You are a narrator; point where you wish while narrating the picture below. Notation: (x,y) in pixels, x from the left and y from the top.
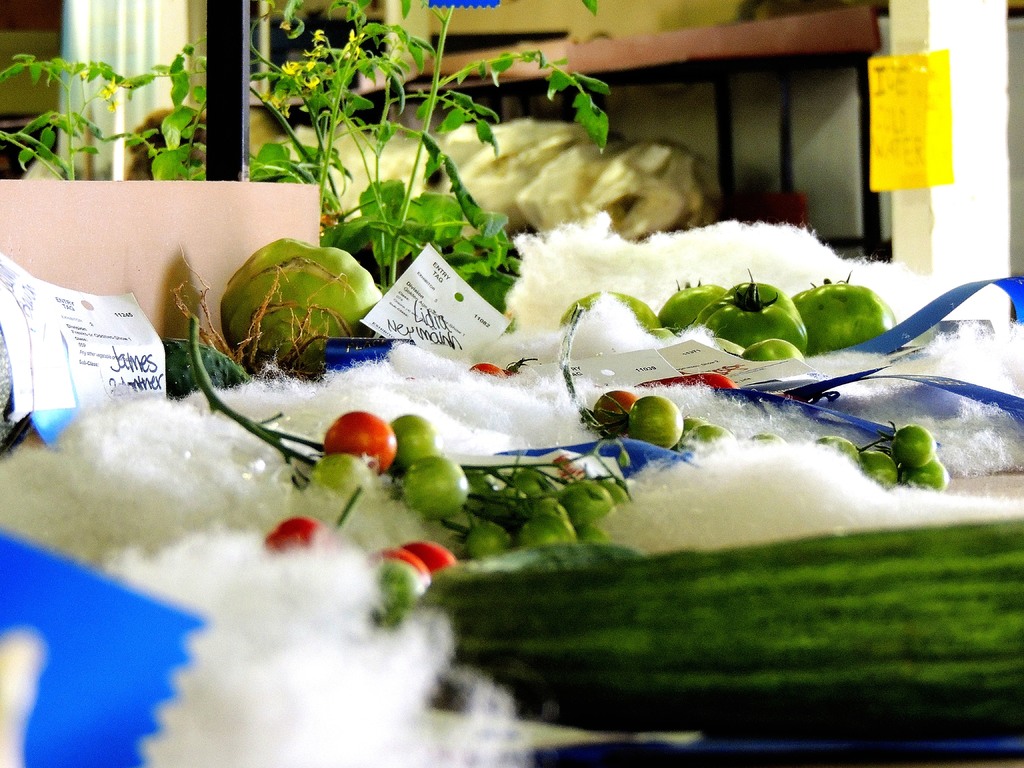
In this image we can see some objects (308,673) and we can see some vegetables (443,492) like tomatoes (426,482) and at the background (733,185) we can see some objects (678,207) on the rack (724,193). left side (336,236) we can see some plants (464,202).
